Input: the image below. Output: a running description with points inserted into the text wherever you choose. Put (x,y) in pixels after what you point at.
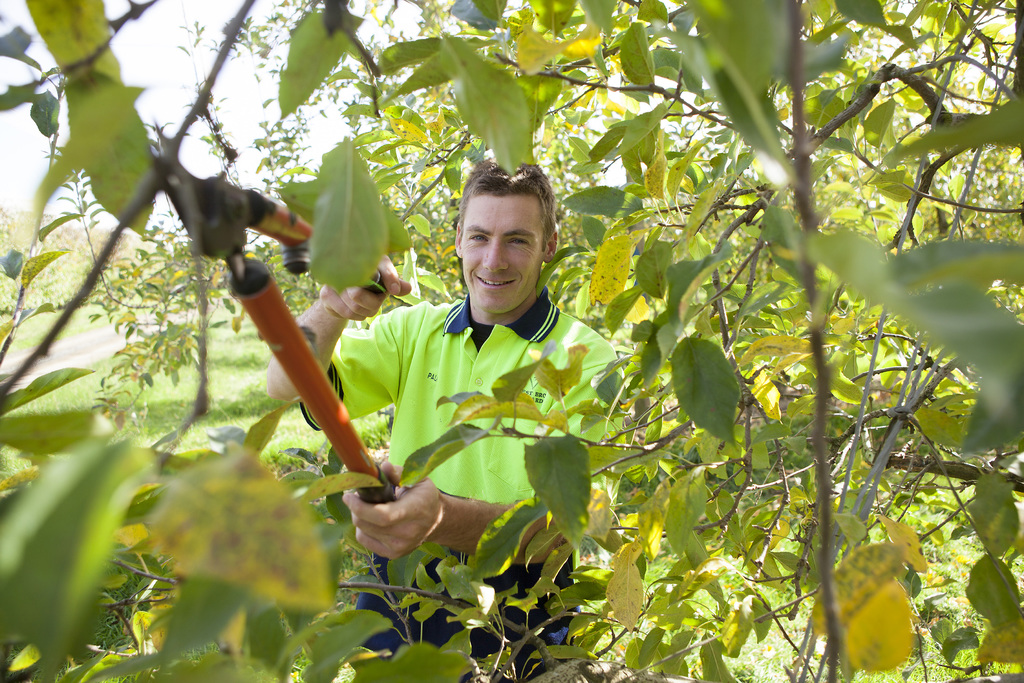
In this picture we can see a man (477,314), he is smiling and he is cutting tree (342,276) with the help of garden scissor (264,279).
